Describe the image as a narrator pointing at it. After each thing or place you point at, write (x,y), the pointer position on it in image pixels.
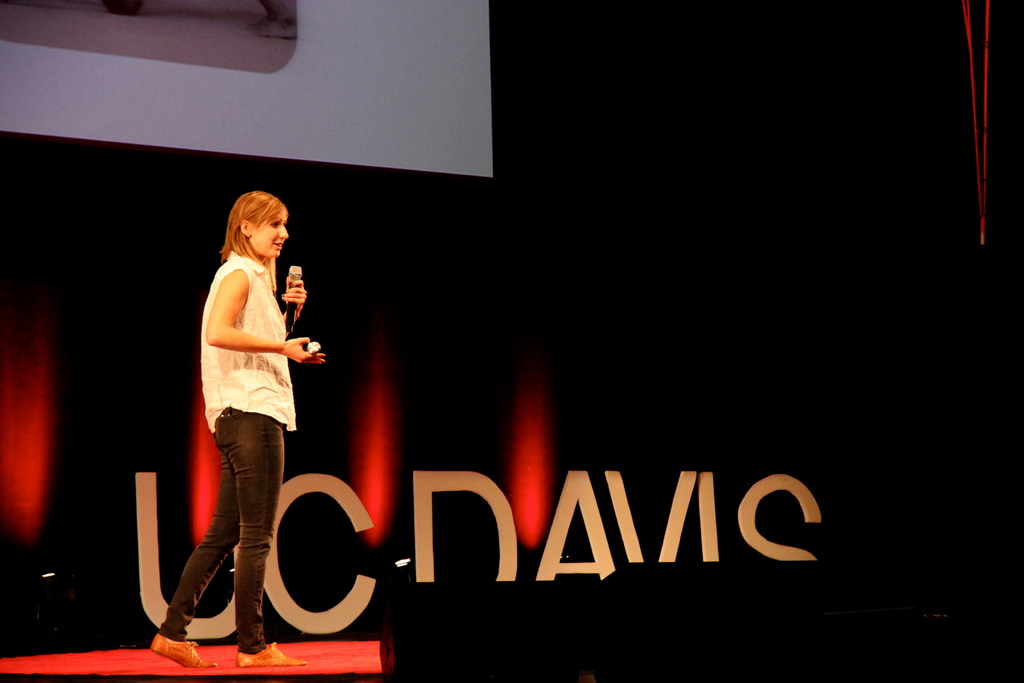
In this picture we can see a woman (249,335) is holding a microphone (288,328) and she is explaining something. Behind the woman (253,507), there is a name board (601,526) and the dark background (438,509). At the top of the image (277,83), there is a projector screen (277,83).
